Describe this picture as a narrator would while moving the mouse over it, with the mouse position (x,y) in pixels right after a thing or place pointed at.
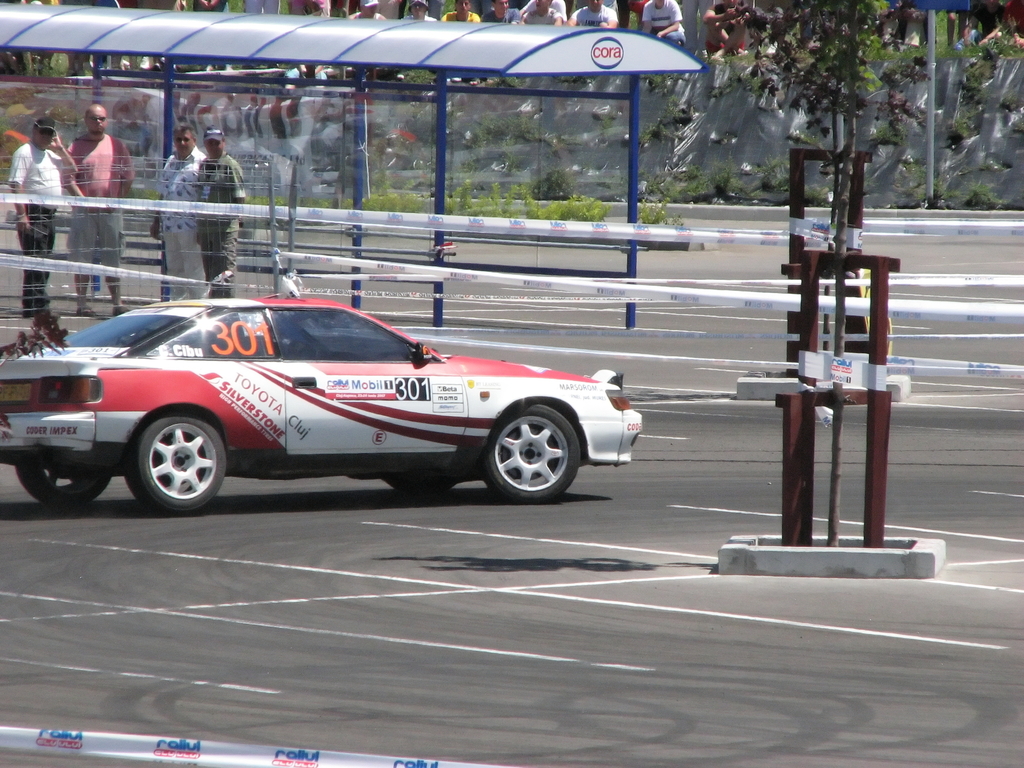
This image is taken outdoors. At the bottom of the image (417,707) there is a road (395,681). In the background (602,16) there are a few people (615,14). There are few plants (677,183). There is a banner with a text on it. On the left side of the image (302,43) there is a shed (273,49). There are many iron bars (411,96). Four men (172,161) are standing on the road (69,280). There are few ribbons (718,290). A car (226,345) is moving on the road (599,466). On the right side of the image (874,514) there is a metal object (800,240).
